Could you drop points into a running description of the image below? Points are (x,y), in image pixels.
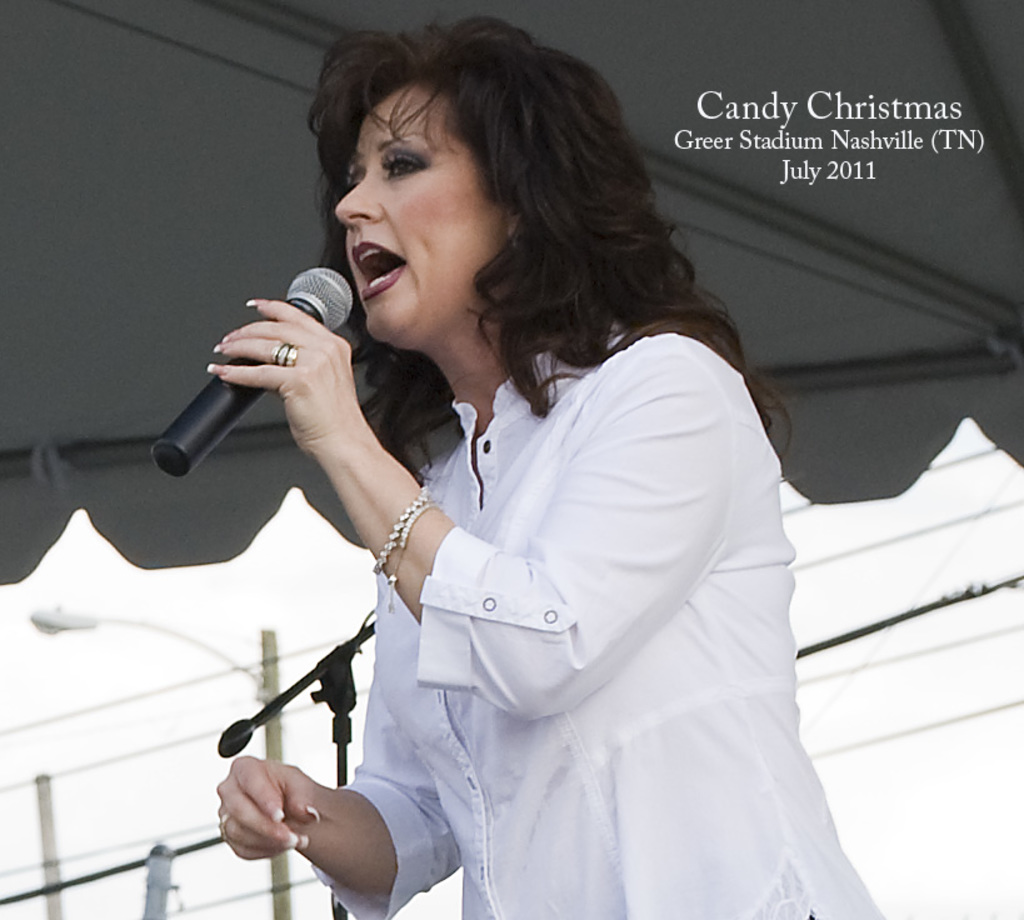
The image is taken outside. There is a woman (406,67) in the image. She is wearing a white shirt (422,880) and holding a mic (176,418) in her hand (302,382). At the top (188,287), there is a tent (611,12). Behind her there is a mic stand (308,681). And poles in the background (277,672).
